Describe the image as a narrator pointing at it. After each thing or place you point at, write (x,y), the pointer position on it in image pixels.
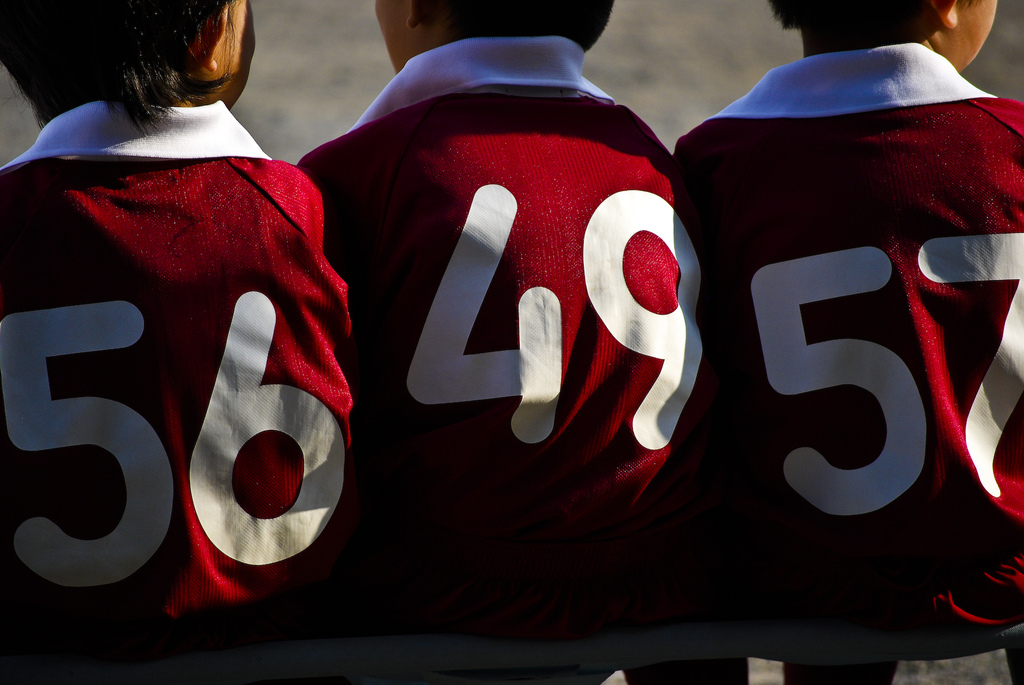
In this picture we can see few people (476,238) and we can find numbers (442,326) on their clothes (570,204).
